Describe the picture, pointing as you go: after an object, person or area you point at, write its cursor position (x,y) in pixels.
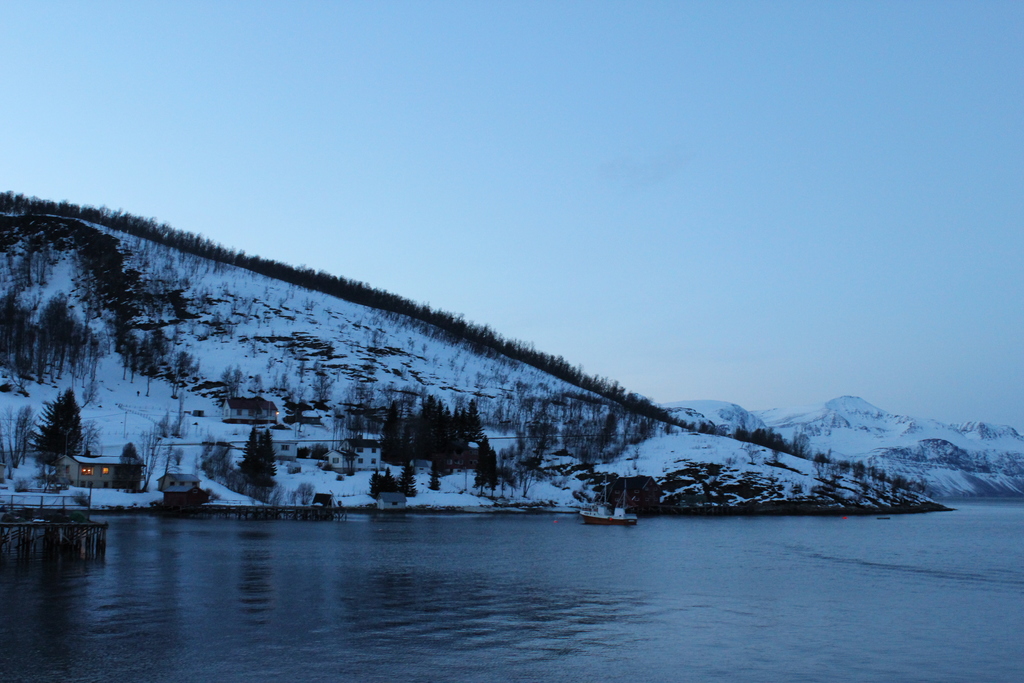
In this picture we can see water (664,602) at the bottom (615,608), there is a boat (600,516) here, on the left side (92,470) there is a house (106,475), we can see snow (263,334) here, in the background (499,410) there are some trees (405,322), we can see the sky (405,62) at the top of the picture (396,55).
